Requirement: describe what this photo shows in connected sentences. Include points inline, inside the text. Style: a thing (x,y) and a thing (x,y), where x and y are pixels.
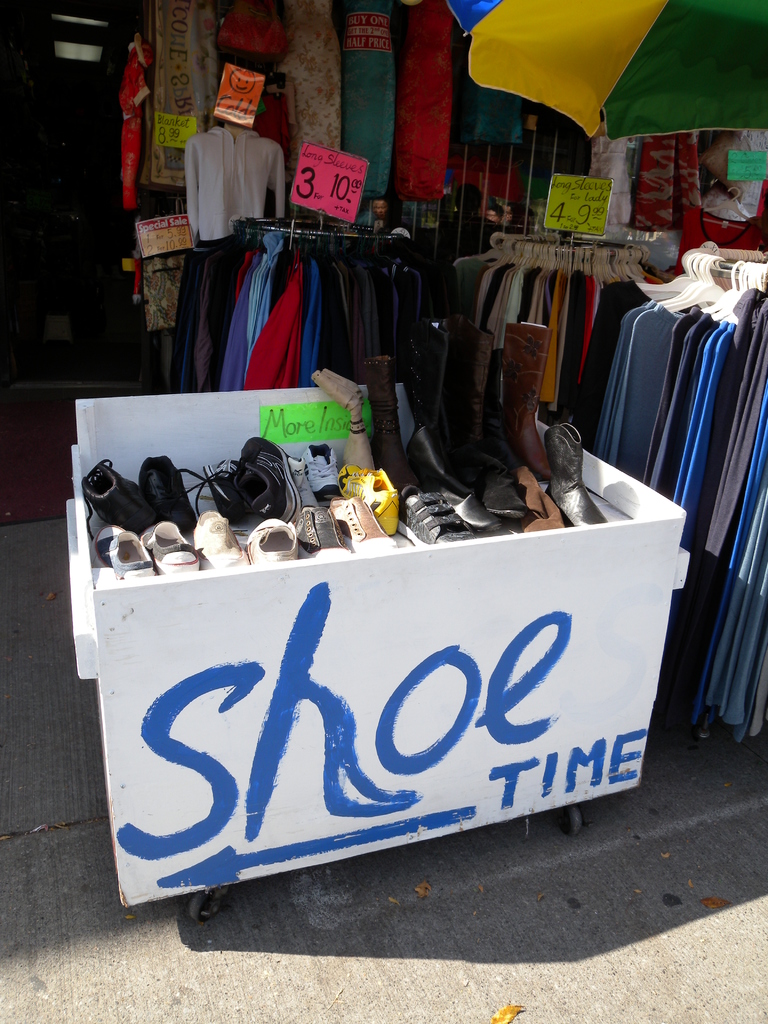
In this image I can see many shoes (299,521) in the white color box (380,634). To the side I can see the clothes (358,310) which are colorful. I can also see the boards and an umbrella (594,68). I can see the black background (13,64).
